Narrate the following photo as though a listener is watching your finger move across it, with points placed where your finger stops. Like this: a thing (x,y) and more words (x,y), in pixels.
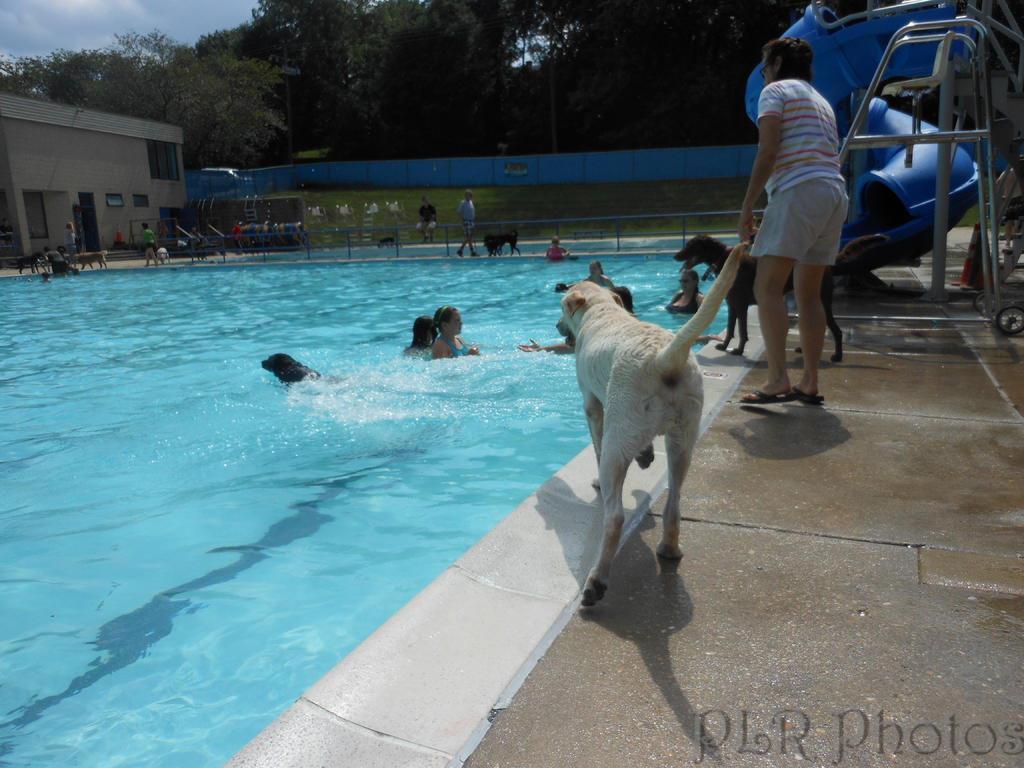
In this image we can see a few people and a dog (296,377) in the swimming pool (298,438), there we can see a few people (769,330) and some dogs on the pavement (864,500), a stand (937,272), ladders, fence (314,246), some poles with boards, a building (127,204), few trees (575,123), a slider (871,102), grass (669,184), a wall (673,168) and some text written at the bottom (931,755).
